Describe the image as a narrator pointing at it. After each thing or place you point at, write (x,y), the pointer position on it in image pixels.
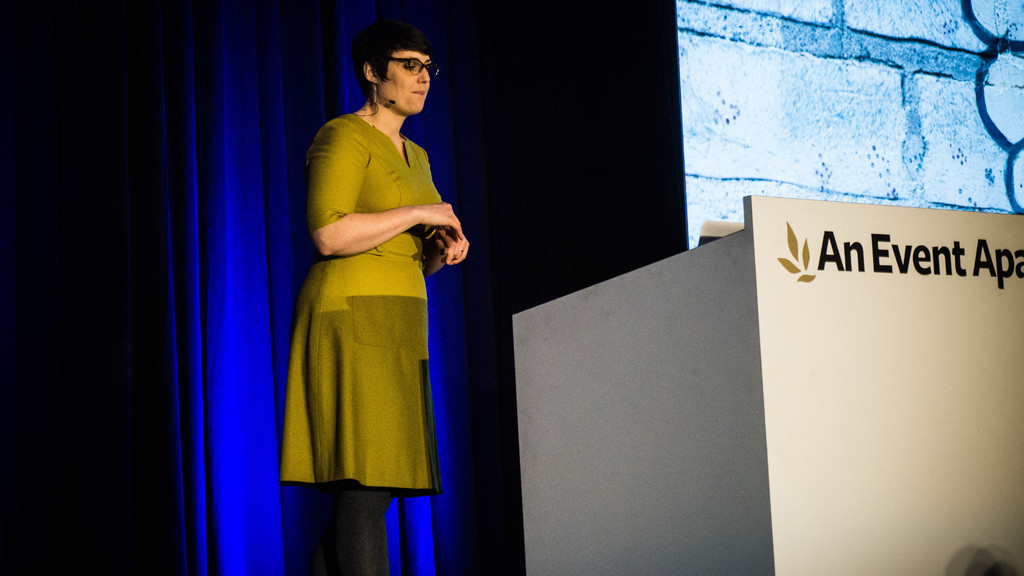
In this image I can see a person (377,341) standing. There is a curtain (253,270), screen (975,107) and there is a podium (746,432).
